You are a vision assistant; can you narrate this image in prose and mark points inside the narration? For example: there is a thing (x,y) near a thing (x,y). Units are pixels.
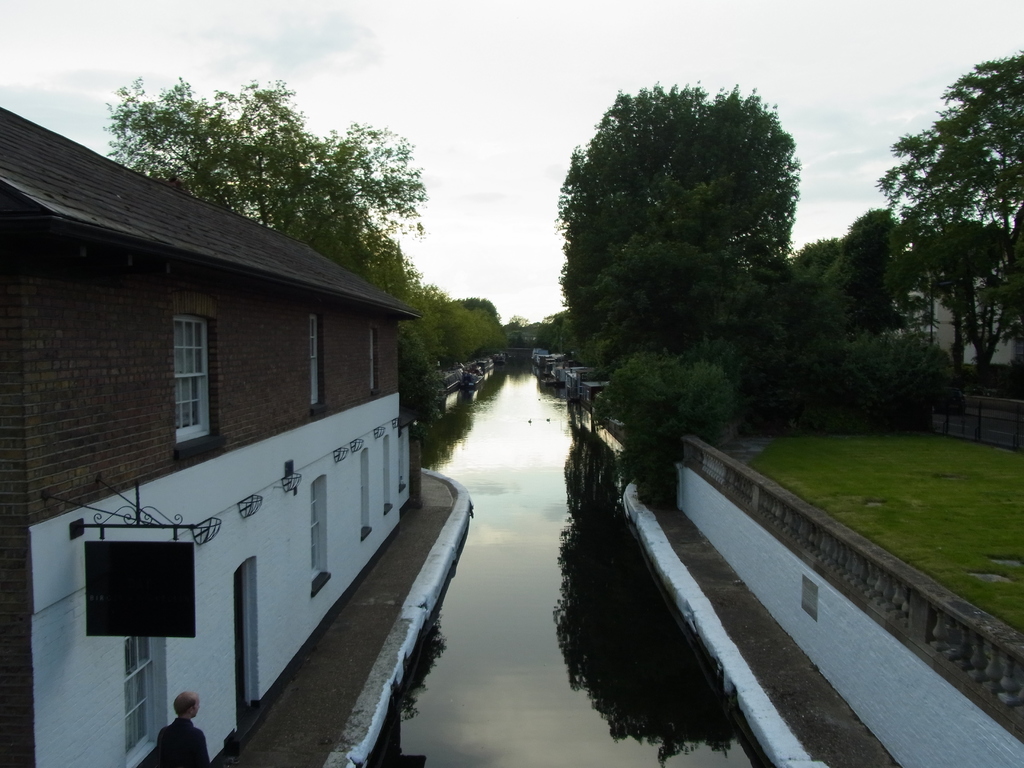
In this image, we can see a house (171,696) and a person (184,711). We can also see some water (631,673). We can see the wall (917,596). We can see some grass (854,478), plants (715,410) and trees (622,263). We can see the reflection (620,527) of trees (637,289) in the water (590,559). We can also see some objects (574,366) and the sky (587,77).
